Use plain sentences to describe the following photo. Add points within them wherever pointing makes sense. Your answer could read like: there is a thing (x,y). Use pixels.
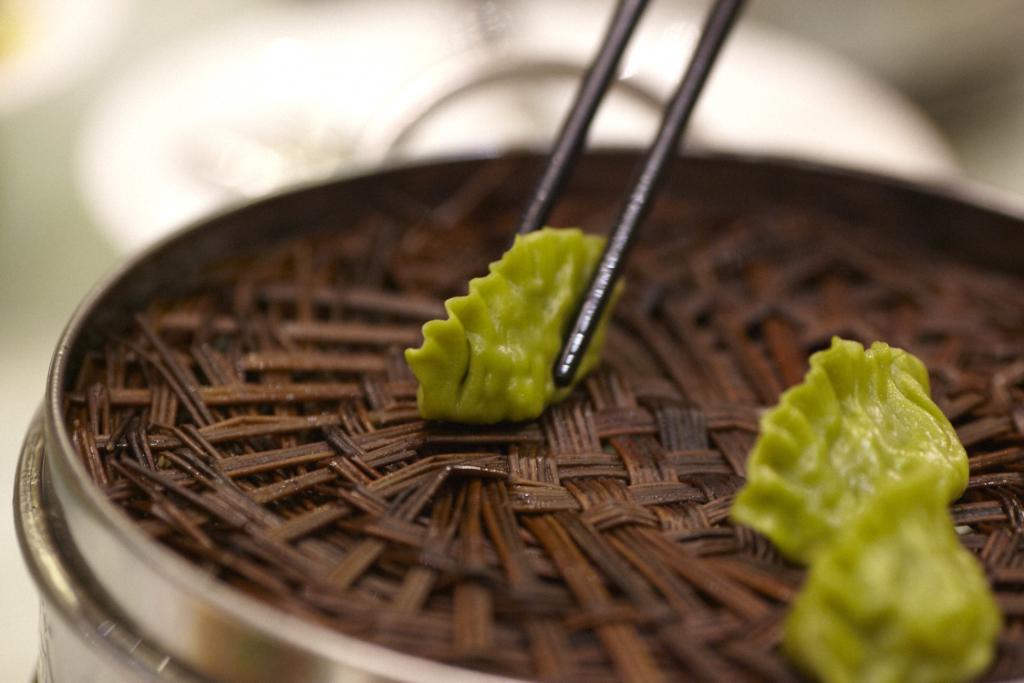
in a steamer (498,532) there are 3 green momos (821,559). the left momo (536,364) is held by black chopsticks (604,254).
